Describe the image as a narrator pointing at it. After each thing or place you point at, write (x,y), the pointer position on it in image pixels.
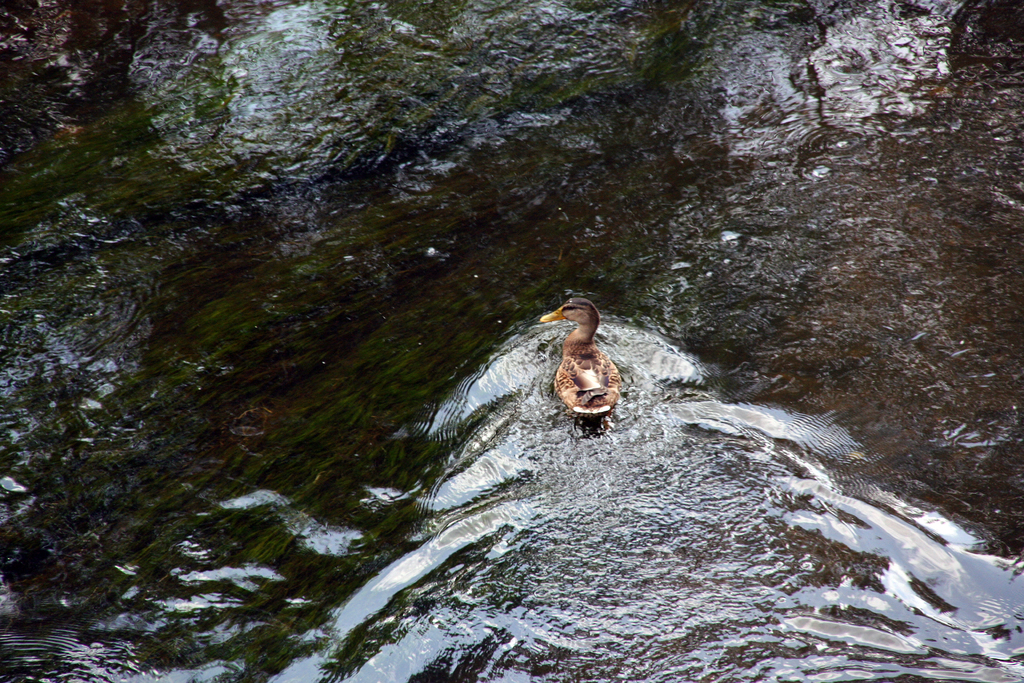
In this image I can see a brown and black color bird (589,368). I can see the water (589,572) and black and brown color rock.
